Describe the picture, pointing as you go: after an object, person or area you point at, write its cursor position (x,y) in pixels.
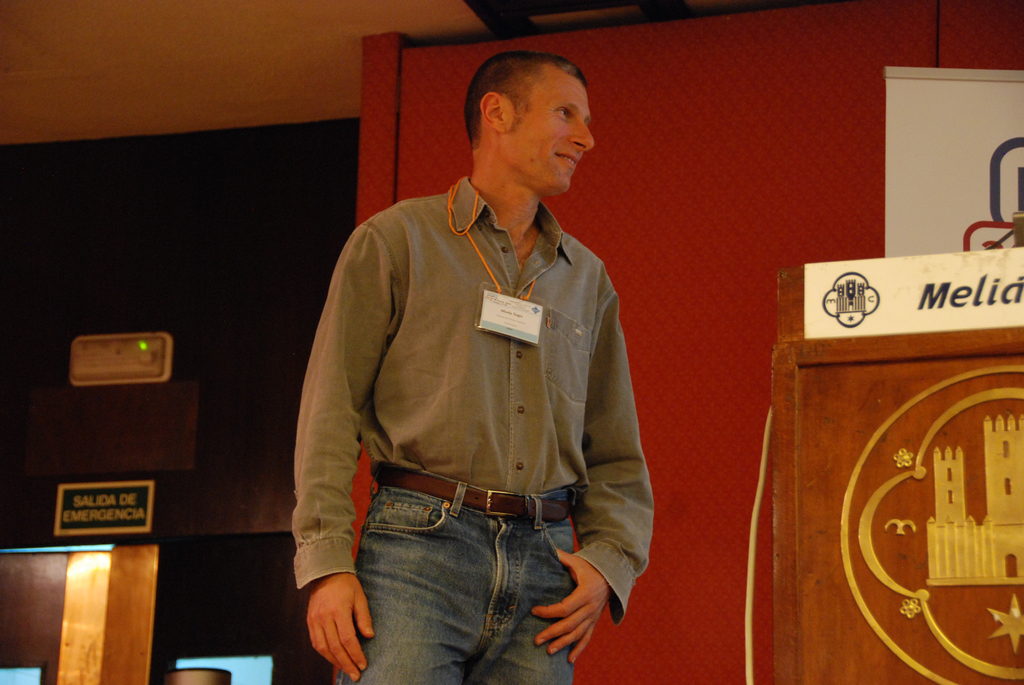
In this image in the front (545,202) there is a man (504,303) standing and smiling. In the background (927,200) on the right side (974,295) there is a board (974,295) with some text (960,296) written on it. On the left side (142,434) there is a wall (223,436) which is black in colour with some text (117,514) written on it.
